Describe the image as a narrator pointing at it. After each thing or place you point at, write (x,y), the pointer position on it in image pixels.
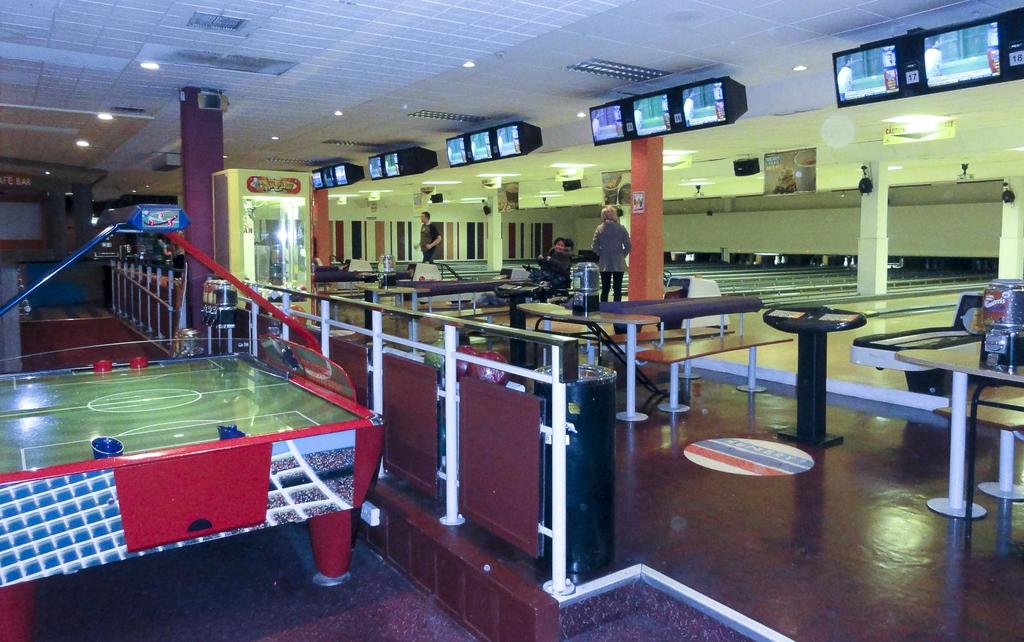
This picture is clicked inside the hall (40,326). On the left (28,438) we can see the table (61,369) of a table hockey game (342,402). On the right (751,307) we can see the group of persons (619,242) and we can see the tables (639,321), benches (718,341) and the pillars (643,173) and some other objects (506,404) and we can see the roof (476,71), ceiling lights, televisions (625,129) and the metal rods (331,322). In the background (464,225) we can see the windows (534,225) and the wall (793,248) and many other objects (964,298).
